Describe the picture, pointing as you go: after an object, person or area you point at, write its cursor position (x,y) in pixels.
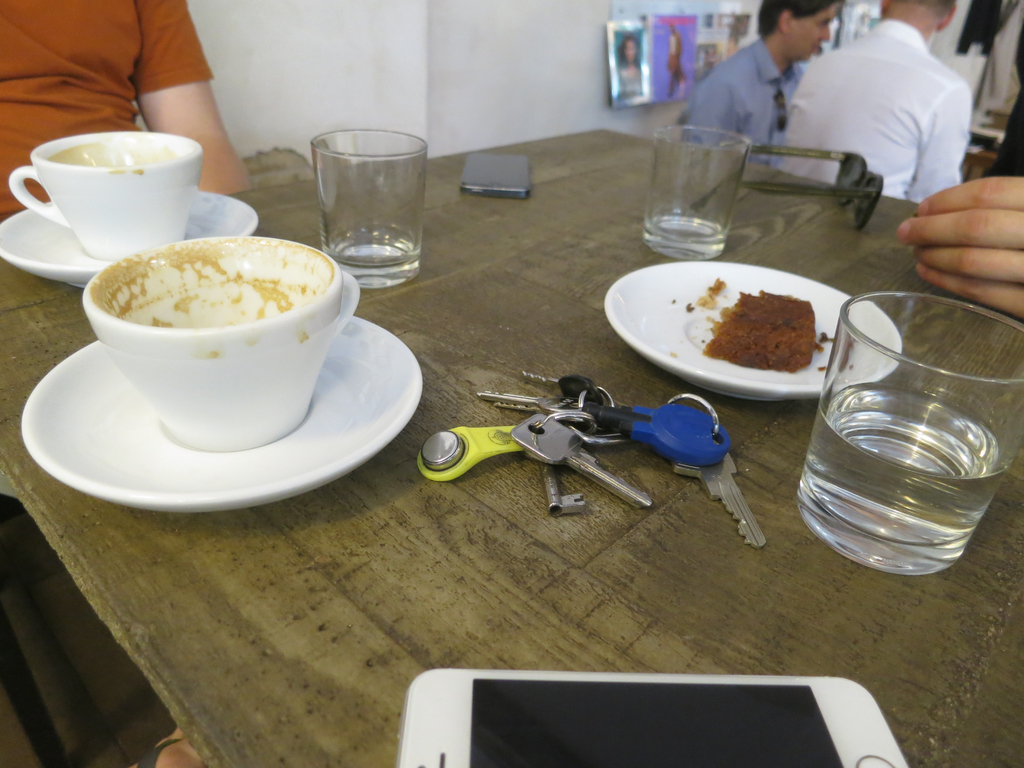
On this table (561,171) there are glasses (945,431), keys (723,455), mobile (780,680), plates (25,254), cups (195,328) and food (729,338). These persons (759,127) are sitting on chair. On wall (722,3) there are different type of posters (680,57).
